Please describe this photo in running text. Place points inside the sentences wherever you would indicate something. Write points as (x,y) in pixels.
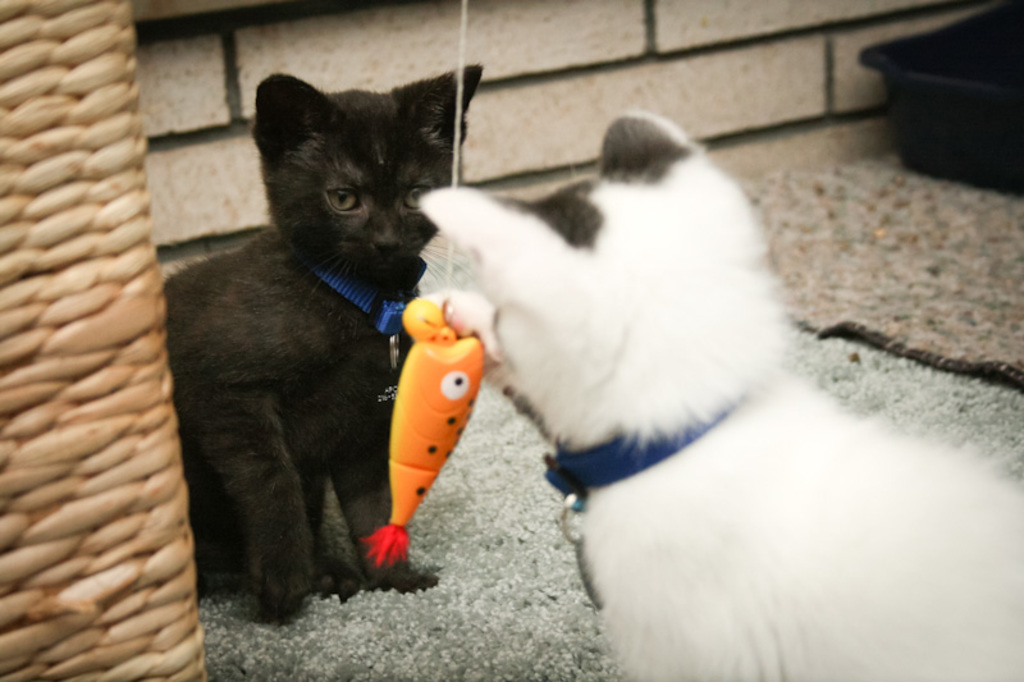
In this image we can see two cats (524,382) and one plastic fish (442,387). In the background (252,110), we can see the brick wall (627,70) and carpet (479,476). We can see one container (963,87) in the right top of the image (959,93). There is an object (83,329) on the left side of the image (69,421). We can see the cats (398,292) are wearing blue color collar (360,304) around their neck (345,302).
